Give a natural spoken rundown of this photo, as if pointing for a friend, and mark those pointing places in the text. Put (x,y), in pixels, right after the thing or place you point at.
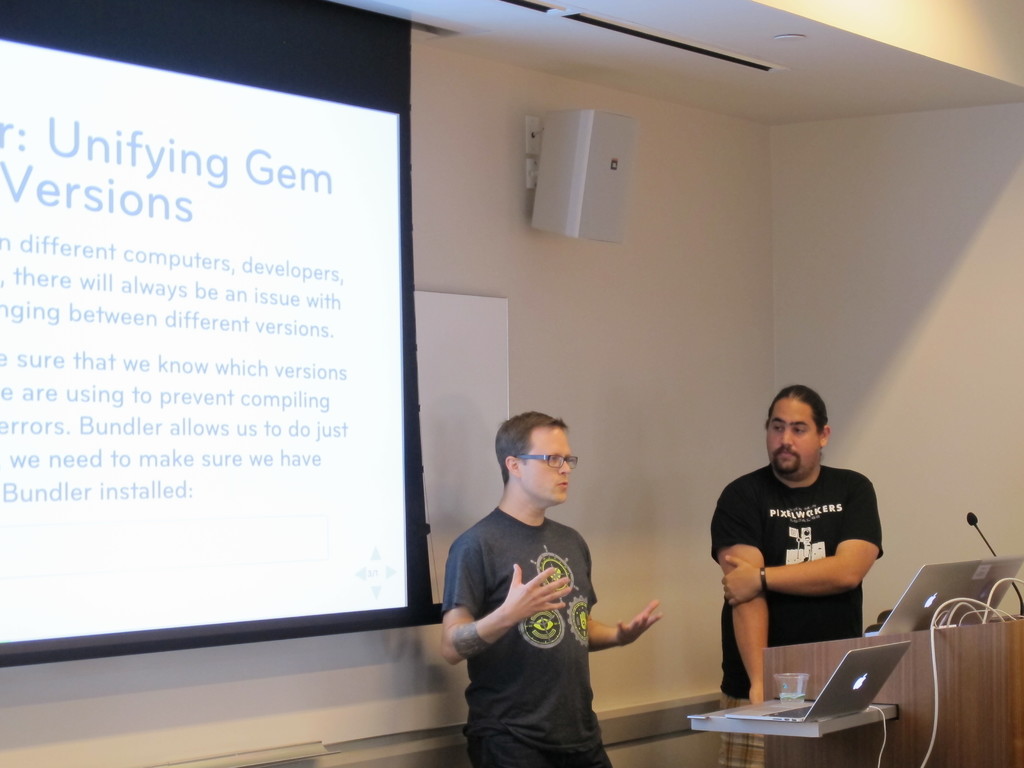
in this picture we can see a person (542,574) standing on the floor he is wearing black color t-shirt (548,561) and he is speaking, and to opposite him a man (786,502) is standing and looking, and in front (893,629) there is the table (879,644) and laptop (900,618) on it, and a glass (797,689), and at back (639,367) there is the wall (643,380) and projector (372,360) attached to it, and some script (34,360) written on it.
